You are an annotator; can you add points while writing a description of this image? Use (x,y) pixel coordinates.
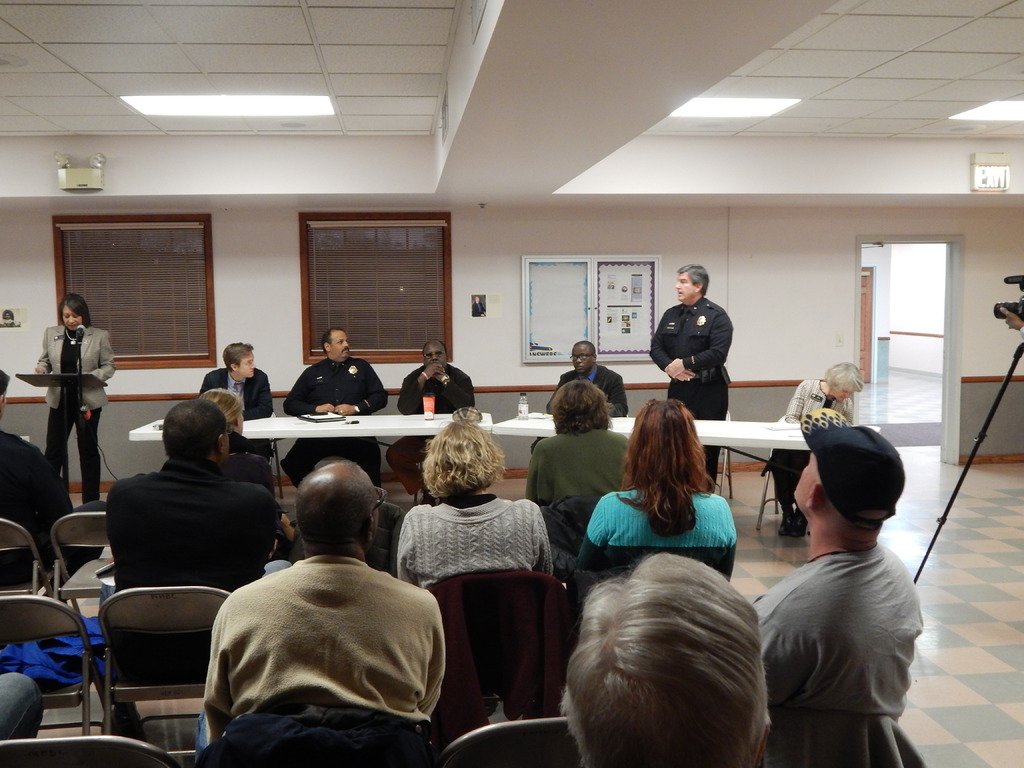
In the center of the image (411,409) we can see some persons (374,460) are sitting on the chairs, in-front of them we can see the tables (729,432). On the tables (540,425) we can see the bottle (519,412), glass (424,409), paper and some objects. At the bottom of the image (331,524) we can see a group of people (317,615) are sitting on the chairs (126,595). On the left side of the image (68,354) we can see a lady (89,349) is standing in-front of stand (48,377) and mic (80,331). In the background of the image (386,310) we can see the boards (607,278), wall (463,256), windows (420,291), door (859,265). At the top of the image (744,98) we can see the roof (464,79) and lights (194,99). On the right side of the image (1012,315) we can see a person (1023,321) is holding a camera (1023,308) with stand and floor (1005,521).
